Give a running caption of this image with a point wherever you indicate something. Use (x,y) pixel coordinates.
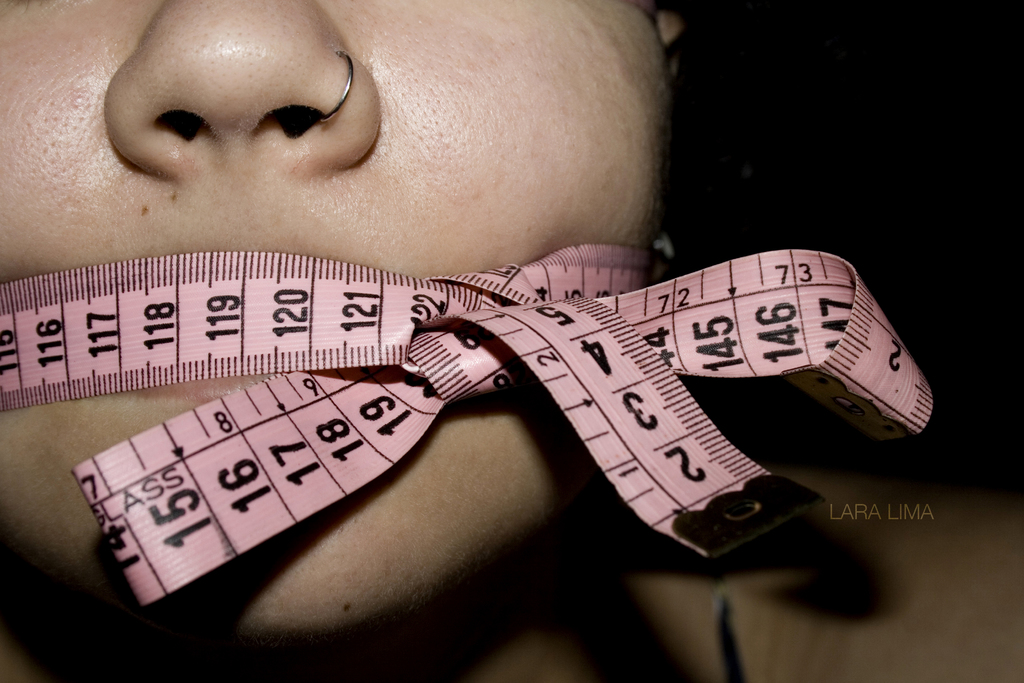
In this image we can see a woman's mouth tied with the tape (586,297).
